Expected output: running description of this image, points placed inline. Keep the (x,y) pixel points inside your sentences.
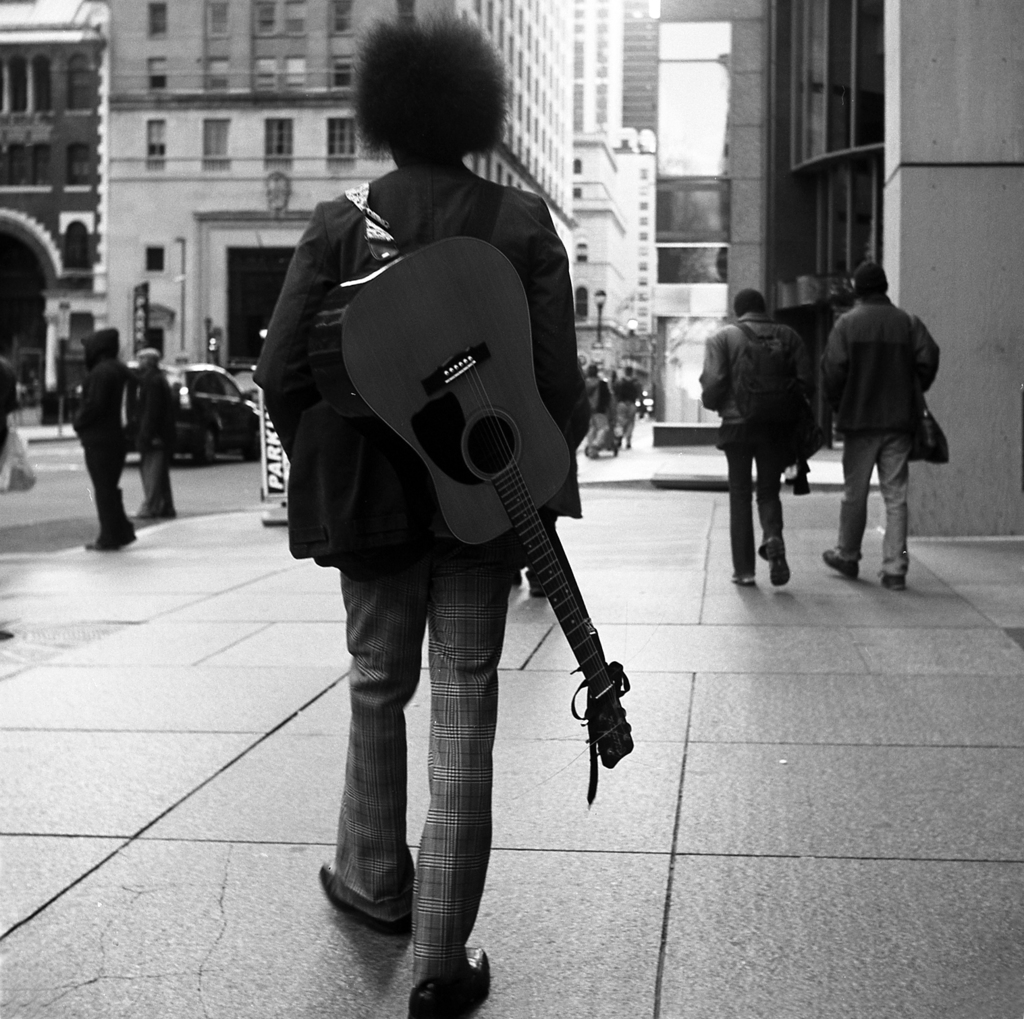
This picture describe about a man (413,198) who is wearing a black coat (318,417), checked pant (420,661) and shoe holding a guitar (397,340) on his back (395,289) and walking through the pedestrian area (745,774). Beside him two more persons (740,517) are walking holding the bag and in front we can see the buildings (599,197) and car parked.
